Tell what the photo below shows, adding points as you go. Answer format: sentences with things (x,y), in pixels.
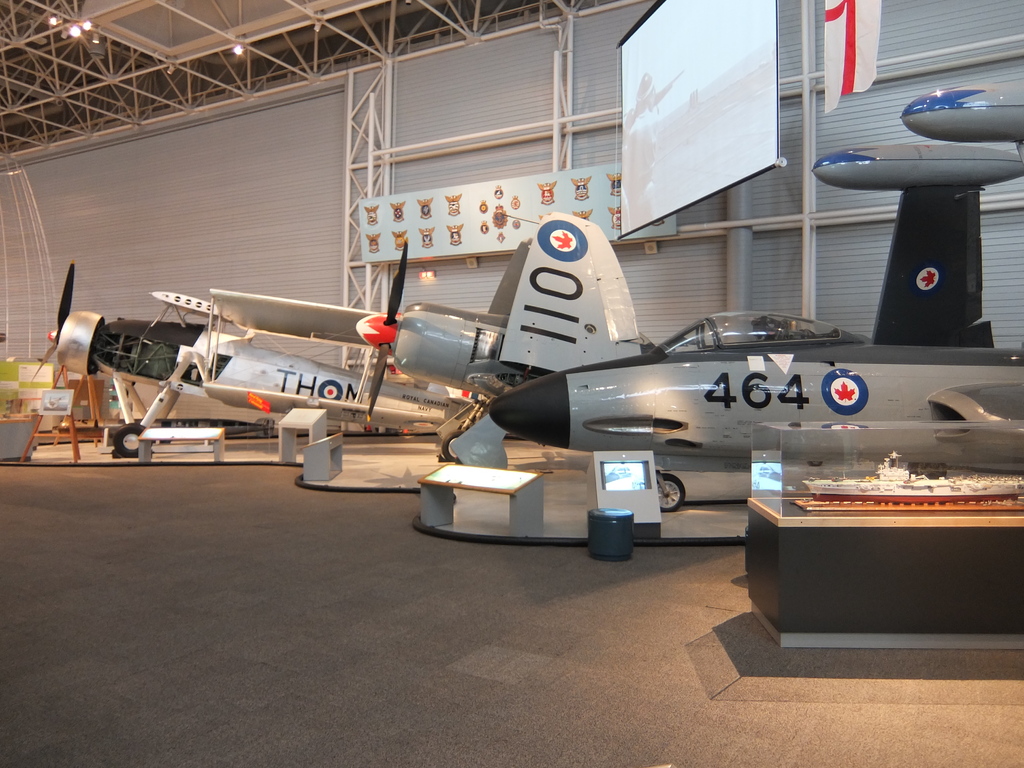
In this picture we can see airplanes (295,319) on the ground (396,747), glass box (956,454) with a toy ship (937,478) in it, banner (438,200), screen (641,113) and in the background (62,178) we can see wall (328,287).
